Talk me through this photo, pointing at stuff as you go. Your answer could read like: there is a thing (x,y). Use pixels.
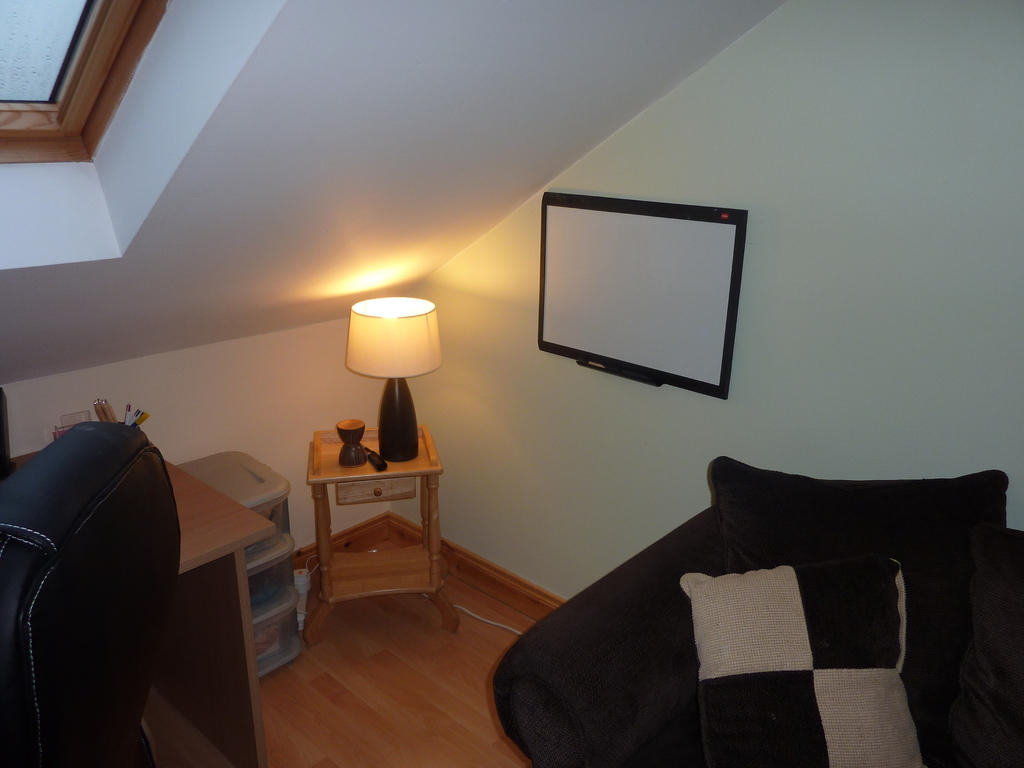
In this image I see a room (683,57) and I see the couch (556,727) over here on which there are pillows (756,542) and I see a lamp (413,436) and 2 things (351,437) on this table (423,467) and I can also see another table (206,484) over here on which there are few things (126,408) and I see a chair (141,487) which is of black in color and I see the floor (521,762), over here I see a white and black color board (574,275) and I see the boxes (234,456) over here.
